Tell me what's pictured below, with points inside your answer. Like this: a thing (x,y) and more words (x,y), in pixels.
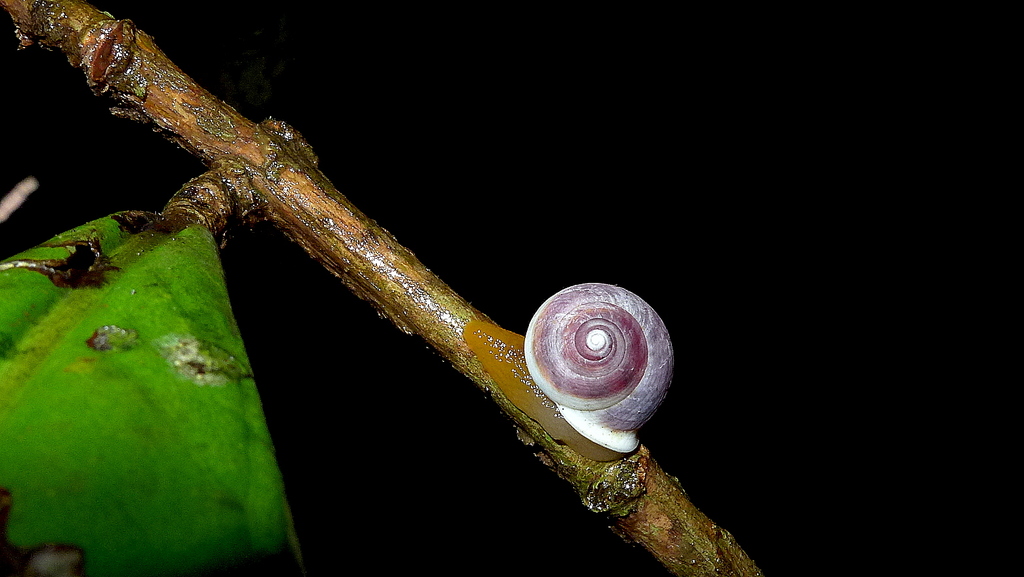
In this image we can see a snail (583,377) on the branch (278,193) of a tree (675,537). It seems like a leaf (188,410) on the left side of the image (99,352). The background (569,148) is dark.
